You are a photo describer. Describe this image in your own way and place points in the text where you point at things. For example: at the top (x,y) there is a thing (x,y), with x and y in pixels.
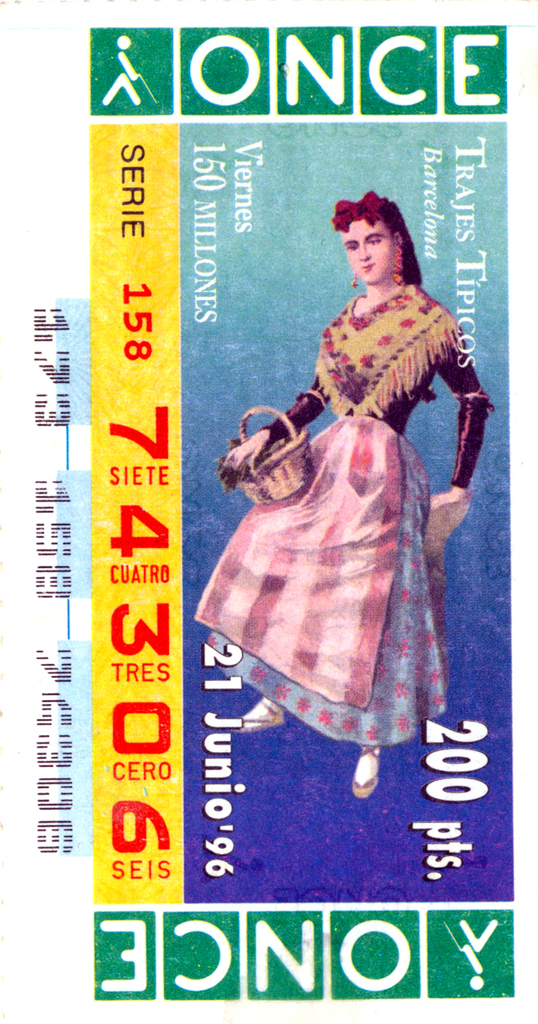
In this image I can see a woman's photo (359,540), numbers (160,542) and a text (133,232). This image looks like a lottery ticket (156,334).
